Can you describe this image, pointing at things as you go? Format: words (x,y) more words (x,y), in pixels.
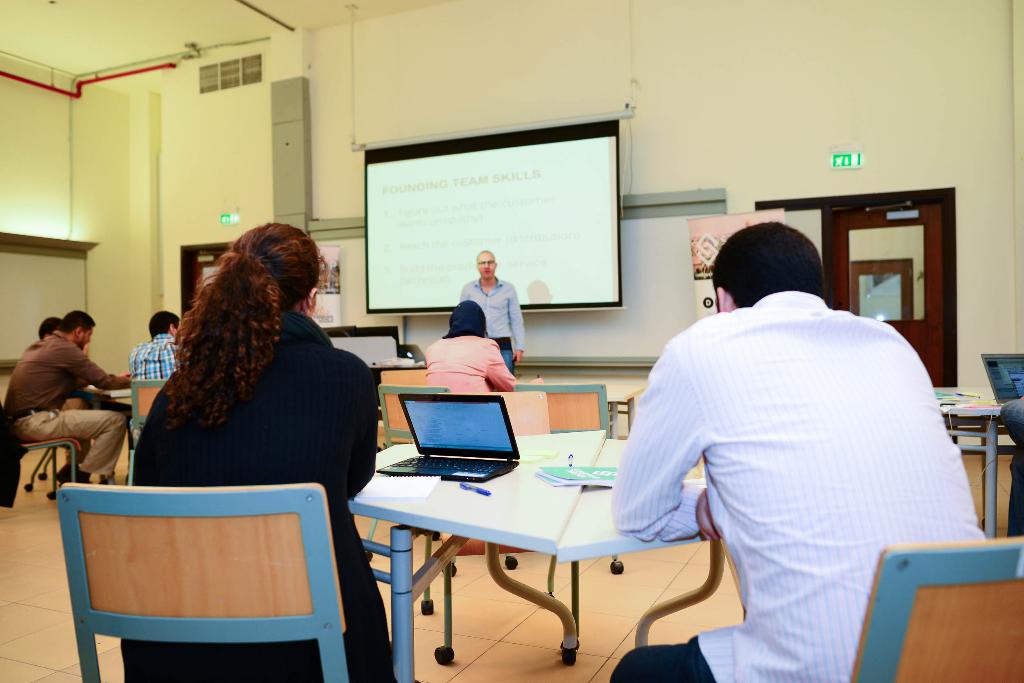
There are many person (206,430) sitting on chairs (179,496). There are tables (490,503). On the table (486,484) there is a laptop (474,459), pen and paper (579,479). In the background (503,296) a person (503,296) is standing. There is a wall (319,94). On the wall (434,95) there is a screen (519,182). There is a door (901,264) and sign board (848,158) on the wall (820,161).
